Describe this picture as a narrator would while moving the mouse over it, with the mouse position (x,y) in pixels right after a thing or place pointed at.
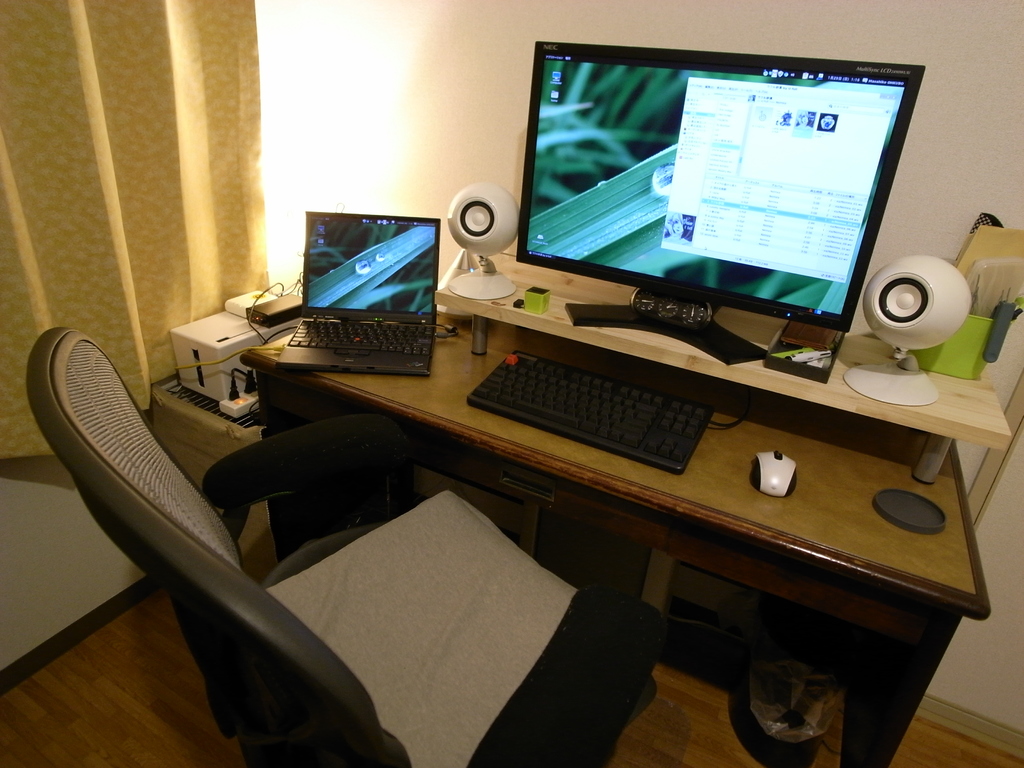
This picture shows a computer (711,129) and a laptop (410,365) and a chair (366,456) and two speakers (936,314) on the table (941,610).
